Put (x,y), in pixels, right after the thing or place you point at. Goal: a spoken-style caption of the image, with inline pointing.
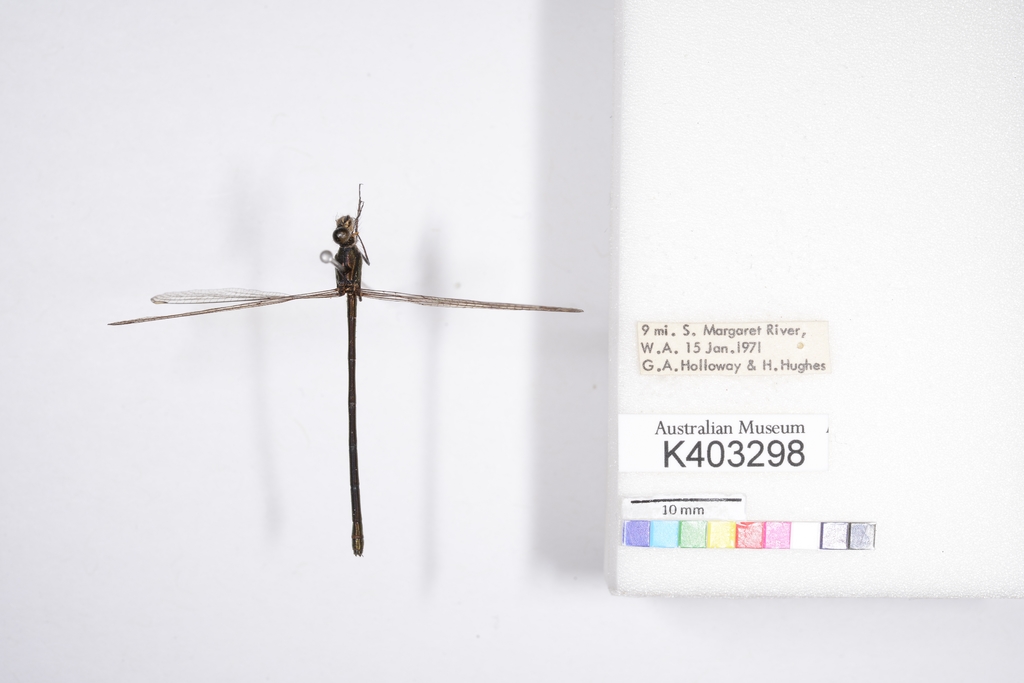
In this image I can see the insect (362,186) and I can see the white color object (979,532) and few stickers (717,421) attached to it. Background (321,128) is in white color.
